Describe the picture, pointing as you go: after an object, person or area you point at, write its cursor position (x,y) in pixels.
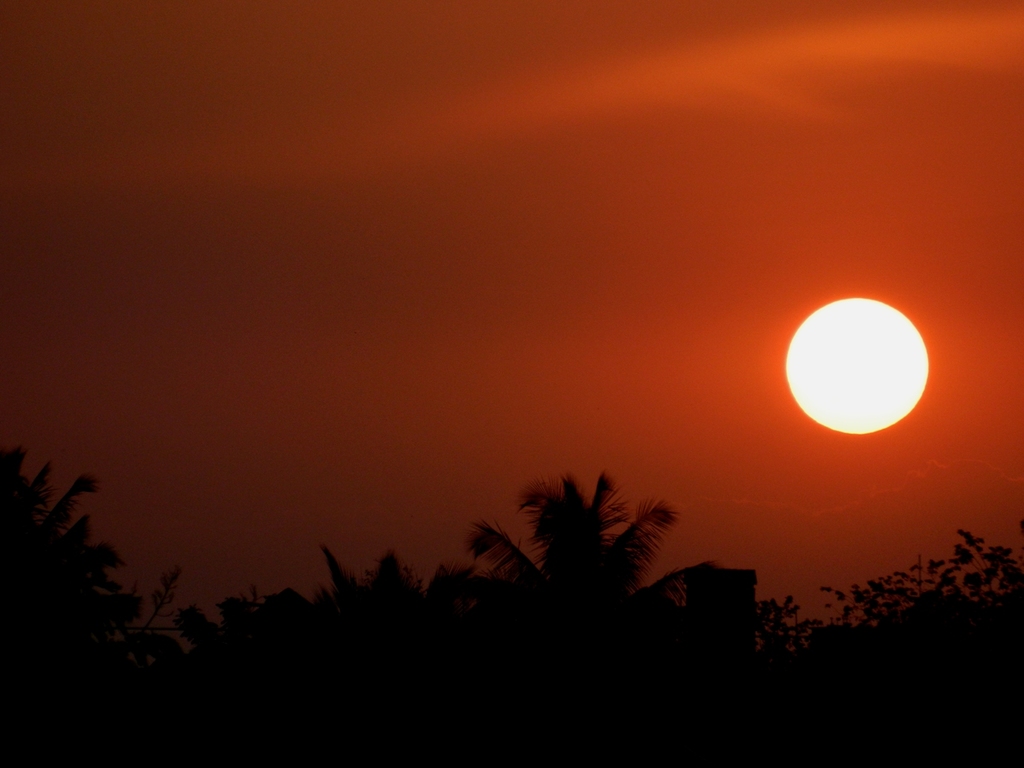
In this picture I can see trees (448,621) and the sun (798,399) in the sky (674,328).
